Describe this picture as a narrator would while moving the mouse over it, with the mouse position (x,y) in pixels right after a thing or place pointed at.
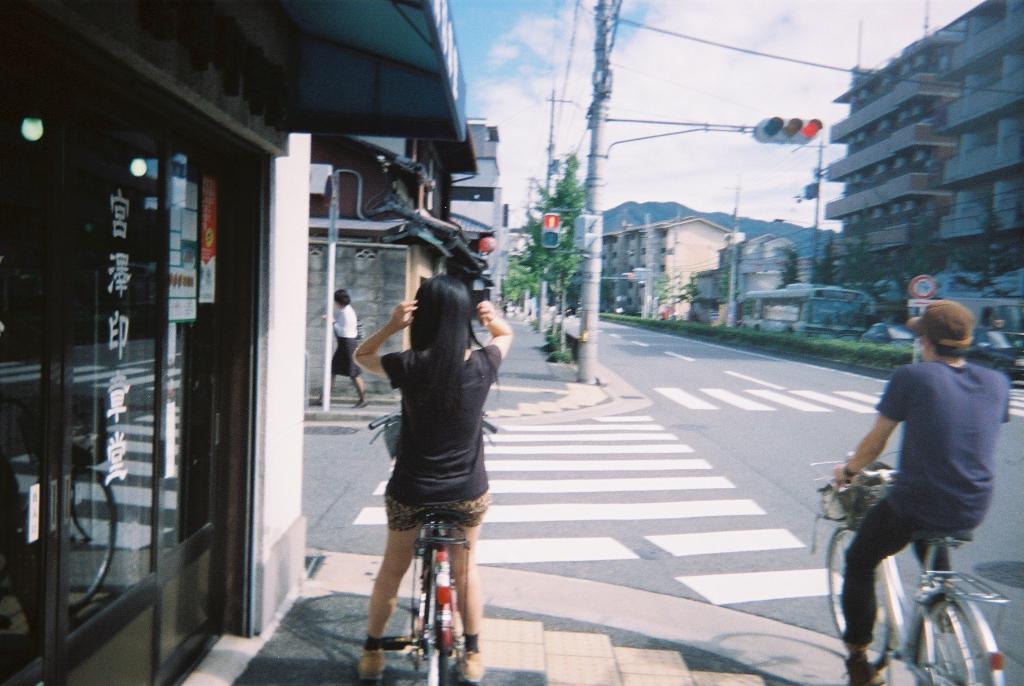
In this image I can see two people (374,644) are sitting on their cycles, here I can see one person (934,522) is wearing a cap (947,326). In the background (485,204) I can see few poles (599,80), trees (558,253), buildings (411,189) and here one more person (338,365). I can also see road (709,421).
